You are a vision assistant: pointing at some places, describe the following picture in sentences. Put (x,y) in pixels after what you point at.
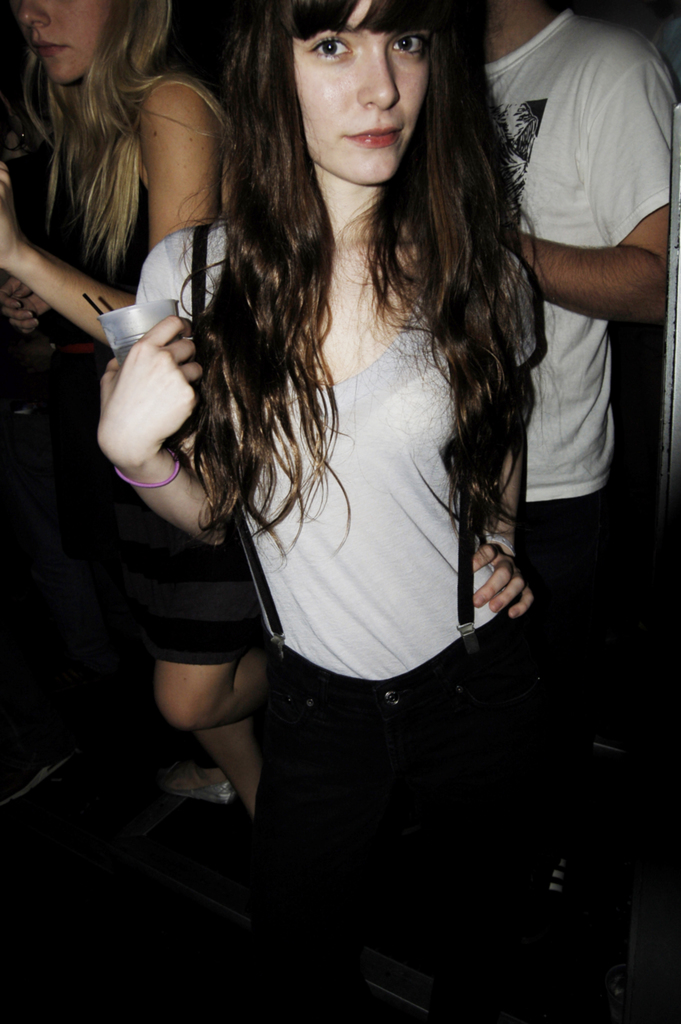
In this picture, there is a woman (322,476) wearing a grey t shirt (378,399) and black trousers (383,785). She is wearing suspenders (196,323) and holding a cup (165,313). Behind her, there are people (68,87).
